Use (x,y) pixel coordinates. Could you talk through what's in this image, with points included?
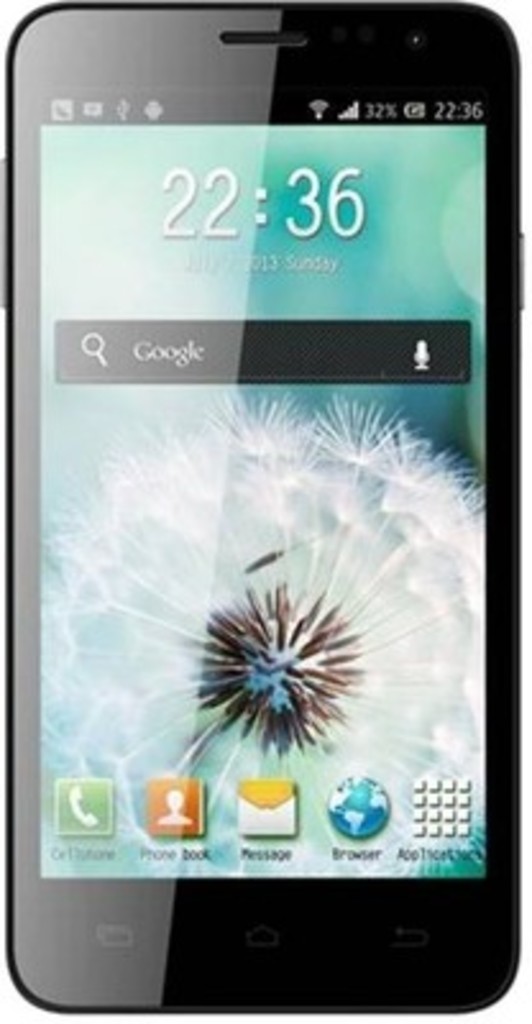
This is the mobile phone (145,997) with a display screen (262,808). I can see a wallpaper (298,621) of a flower (319,612) in the screen (353,539). There is a google search bar (370,350), time (182,191), WiFi signal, network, phone book (197,792), message (262,826), browser (367,816), apps (440,802), call log (113,816) on the display (283,766). This is the home button (252,940). This mobile (263,63) has a speaker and a selfie camera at the top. I can see the side buttons (1,275), which are attached to the mobile phone (33,479).
